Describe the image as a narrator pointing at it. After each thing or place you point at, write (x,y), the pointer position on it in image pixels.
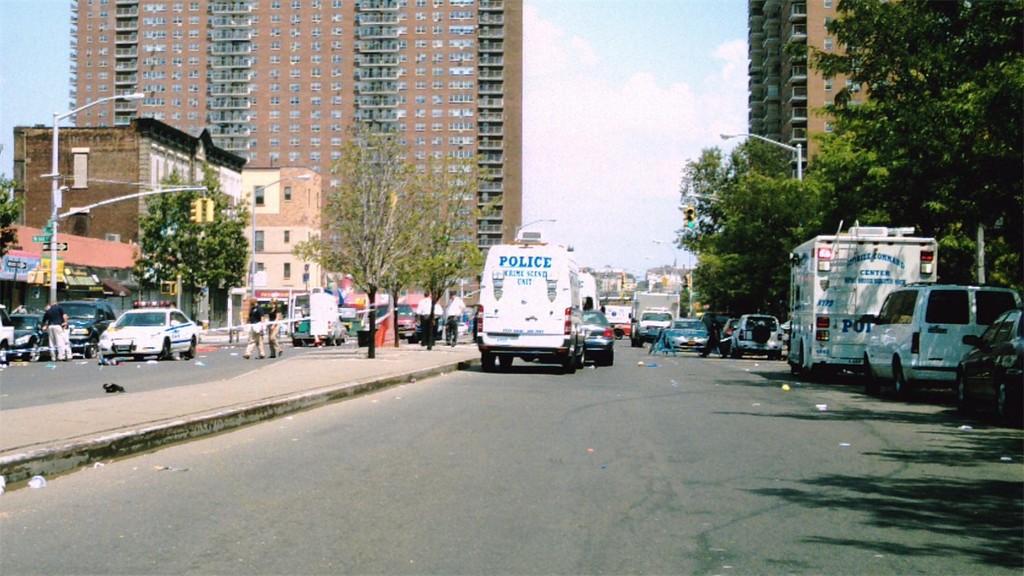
In this image I can see group of people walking on the road (556,440), I can also see few vehicles (1020,401). Background (975,216) I can see few light poles (114,202), traffic signals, trees (348,263) in green color, buildings (803,68) in brown and gray color and the sky (596,62) is in blue and white color.
